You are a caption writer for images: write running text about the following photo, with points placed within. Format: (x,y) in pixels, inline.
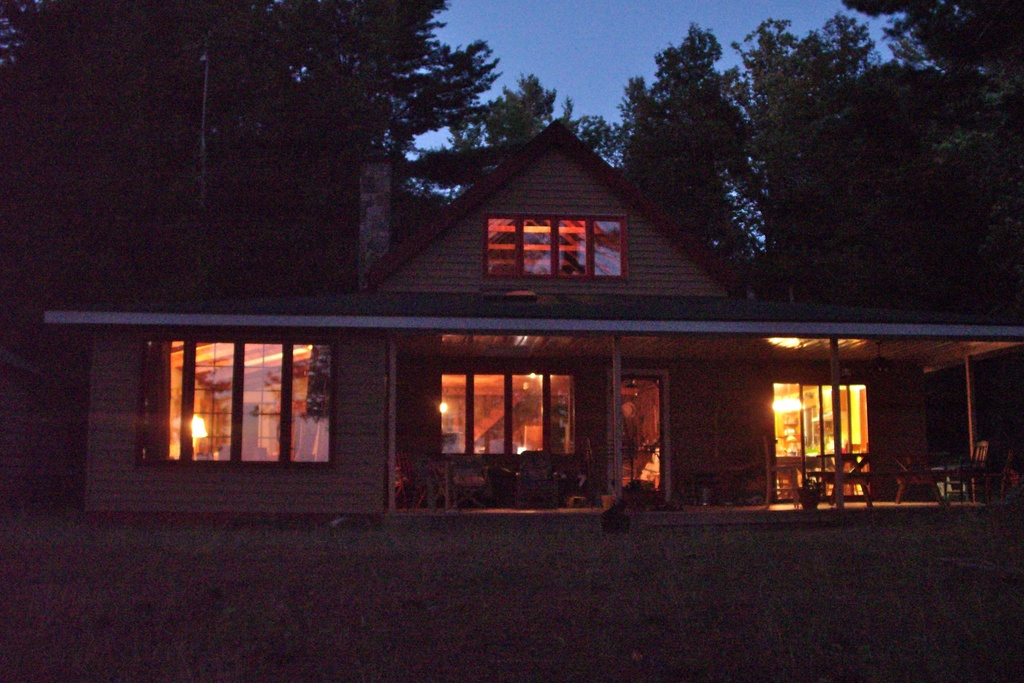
In the center of the image (450,413) we can see house (331,455). At the bottom of the image (715,598) we can see grass (491,604). In the background (136,35) we can see trees (856,187) and sky (512,14).
